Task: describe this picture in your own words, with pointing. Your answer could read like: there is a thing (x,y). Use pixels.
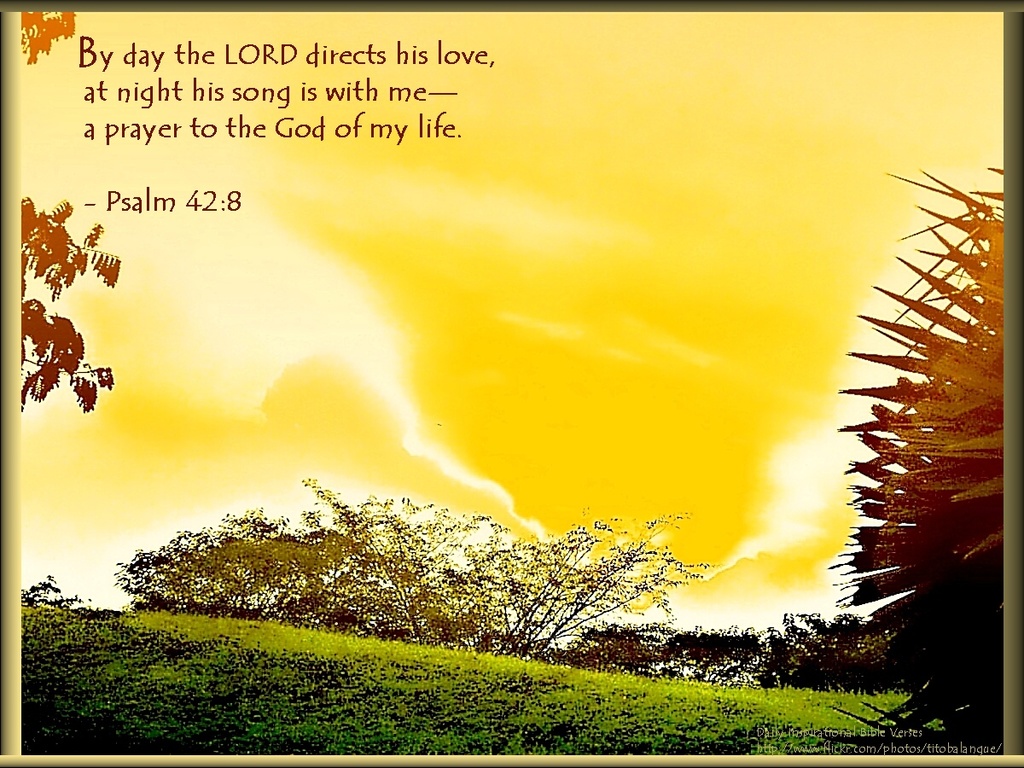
In this picture I can see a card (568,70), where there is grass (108,683), trees (594,629), sky (626,425) and a quotation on the card (674,495) and there is a watermark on the image.
